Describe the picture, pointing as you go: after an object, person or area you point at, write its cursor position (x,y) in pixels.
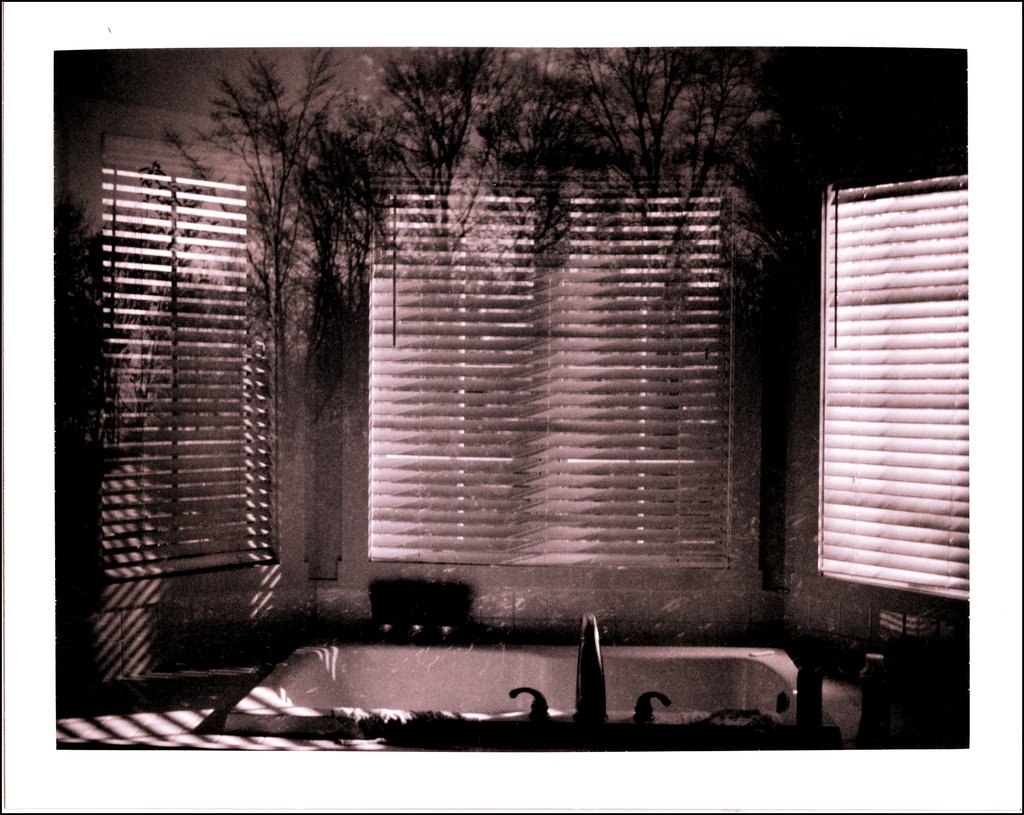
This is an edited picture. I can see a bath tub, tap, windows (587,540) with the window blinds (548,556), and the background is post processed with trees (676,254).
